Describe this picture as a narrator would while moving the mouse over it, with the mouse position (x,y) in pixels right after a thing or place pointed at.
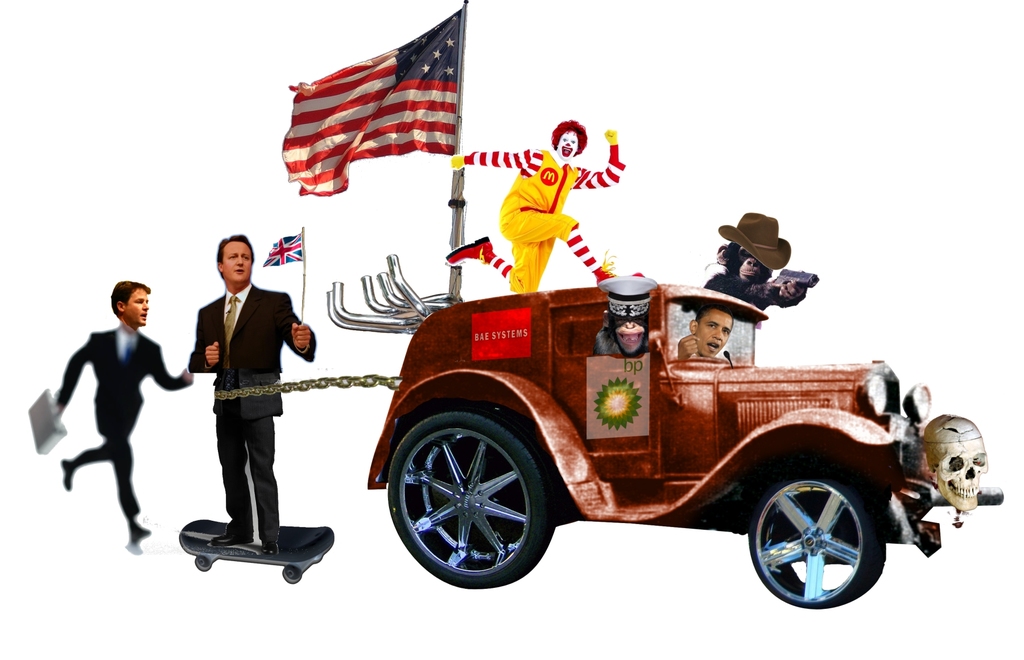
This is an edited picture. I can see four persons (231,441), there are flags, monkeys (799,292) with hats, there is a vehicle (454,399), gun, skull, a person (274,491) standing on the skateboard (210,535), a person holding a briefcase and there is white background (1005,313).
